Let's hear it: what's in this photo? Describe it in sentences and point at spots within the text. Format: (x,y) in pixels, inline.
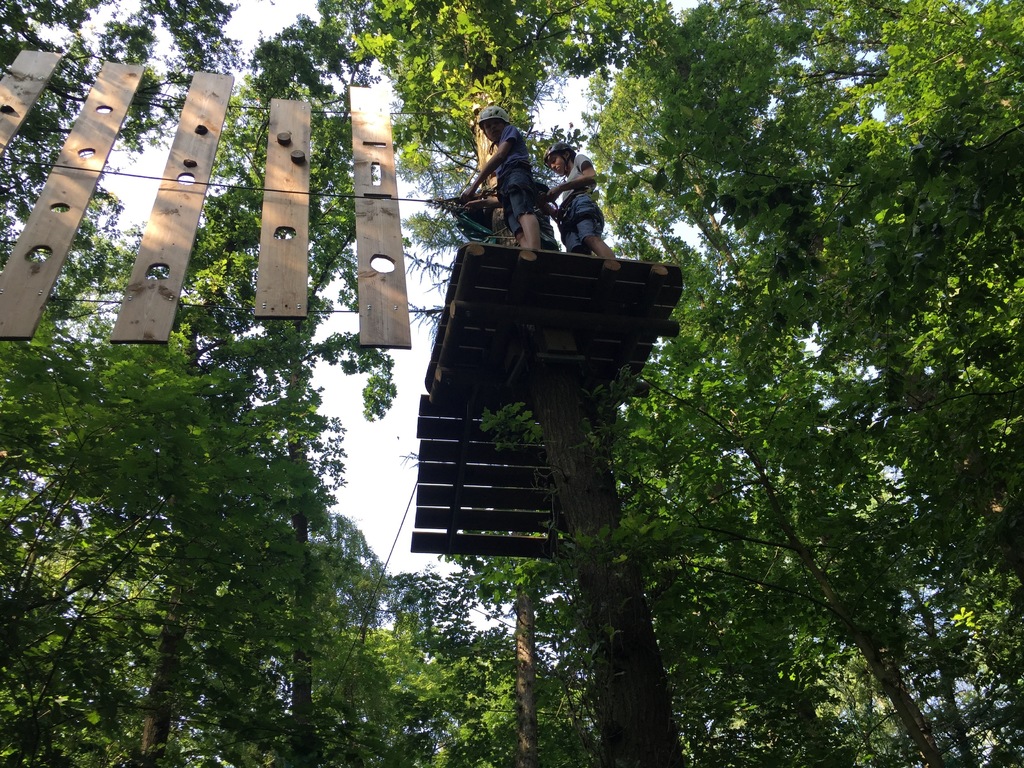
As we can see in the image there are trees (695,104) and two people (585,221) standing over here. On the top (678,1) there is sky (392,498).
